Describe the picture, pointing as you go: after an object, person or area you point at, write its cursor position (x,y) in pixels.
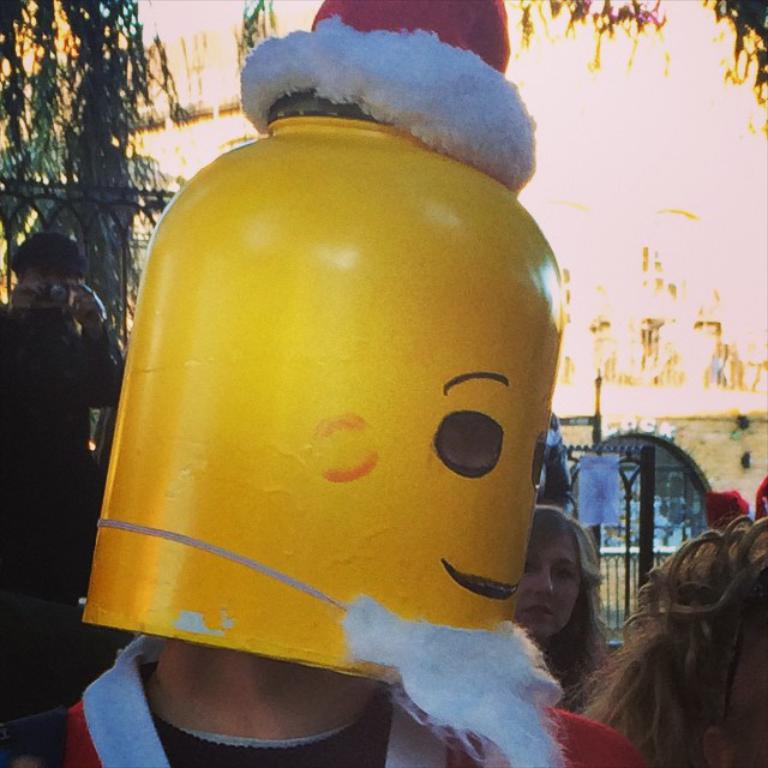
In this picture I can see a person (283,556) with a mask (262,555) and a Santa Claus hat (474,119), there are heads (705,664) of two persons (736,650), there is a person (66,369) standing and holding a camera (46,295), there are iron grilles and trees (598,32).
